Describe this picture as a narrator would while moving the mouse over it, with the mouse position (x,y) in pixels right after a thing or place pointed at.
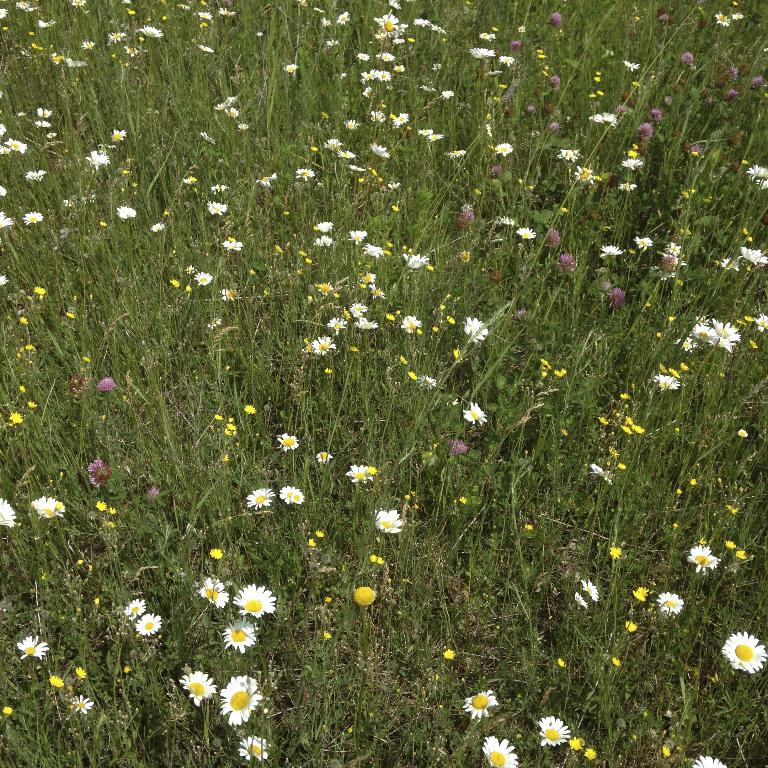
In this image there are flower plants (526,185) in the middle (383,438). we can see there are so many flowers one beside the other.
